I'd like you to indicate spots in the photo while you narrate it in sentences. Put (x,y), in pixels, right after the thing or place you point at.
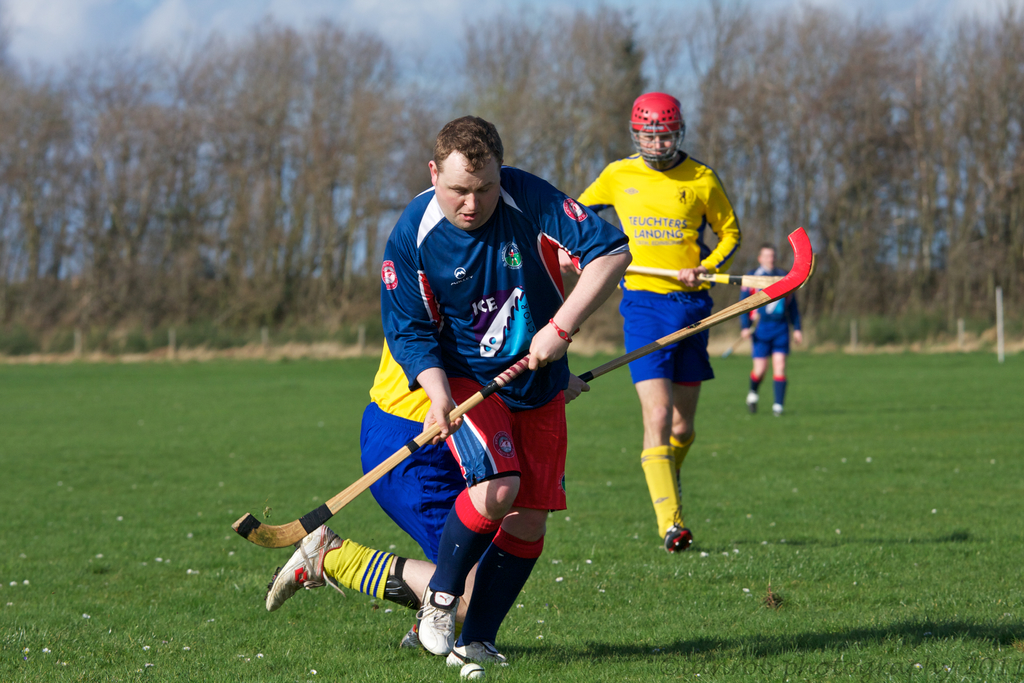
In this image we can see group of persons (580,291) wearing dress (500,323) are holding hockey sticks (674,333) in their hands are standing on the ground (759,511). In the foreground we can see a ball (480,677). In the background (1000,314), we can see a pole (997,327), group of trees (748,141), grass (995,343) and cloudy sky (235,25).
